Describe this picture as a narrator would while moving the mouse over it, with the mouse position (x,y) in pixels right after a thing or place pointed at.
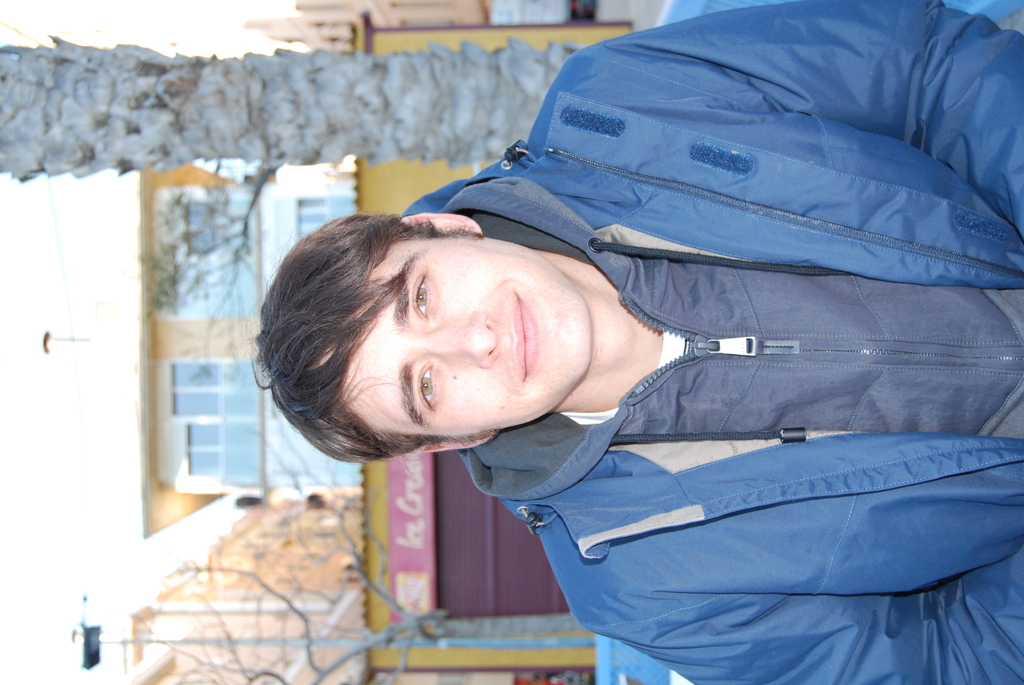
In this image we can see a person (752,437) wearing a dress (624,412). In the background (384,129), we can see a group of trees (350,134), light poles (87,637), building (478,586) with windows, sign board (417,509) with some text (402,505) and the sky (109,267).
